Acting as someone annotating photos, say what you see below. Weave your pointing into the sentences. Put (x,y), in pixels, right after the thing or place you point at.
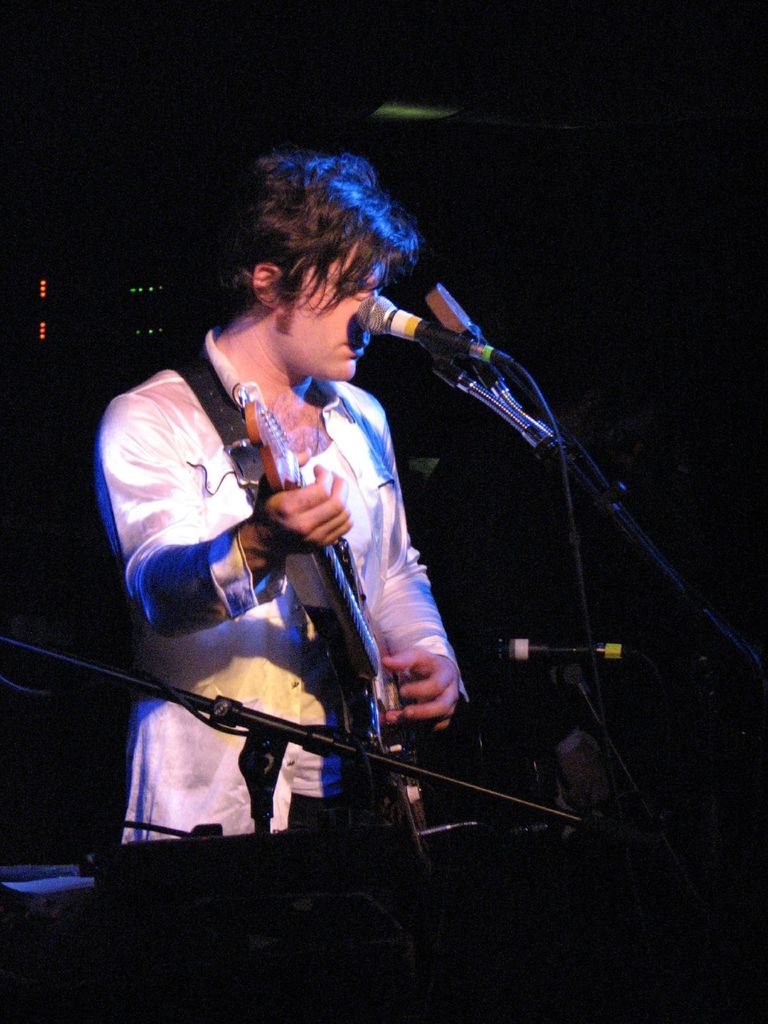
In this image the background (102,255) is dark. In the middle of the image (336,466) a man (298,635) is standing and he is holding a guitar (280,462) in his hands (289,514) and he is playing music. There is a mic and there are a few objects (256,796).
